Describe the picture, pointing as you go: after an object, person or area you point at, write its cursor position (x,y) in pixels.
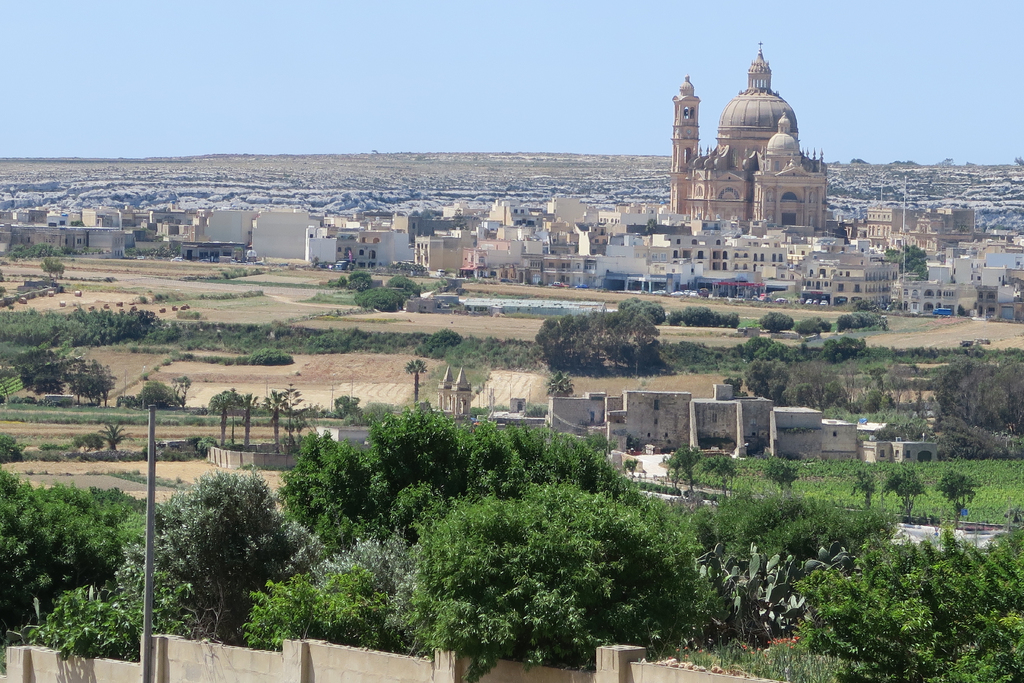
In this image we can see a group of buildings (706,251). We can also see a group of trees (622,541), plants (818,558), grass (170,357), pole (155,503) and some houses (686,271). On the backside (670,67) we can see the sky (472,85) which looks clear.
